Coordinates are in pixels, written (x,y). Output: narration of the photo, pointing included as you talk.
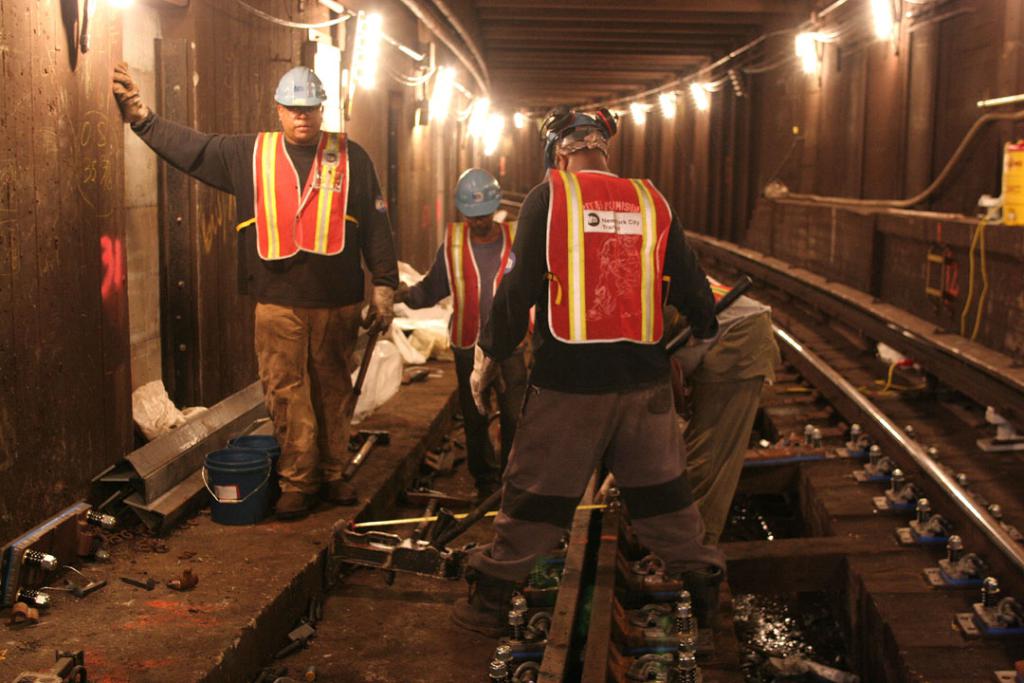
In this picture we can see there are four people (635,325) standing. In front of the people (552,318), it looks like the railway track (870,489). On the left side of the people (275,354) there are two plastic containers (240,465), hammer (360,459) and other tools (383,535). On the left (200,254) and right side of the people (301,315), those are looking like the walls (391,84) and on the walls (400,55) there are lights (370,59), pipes (754,46) and cables (741,55).
